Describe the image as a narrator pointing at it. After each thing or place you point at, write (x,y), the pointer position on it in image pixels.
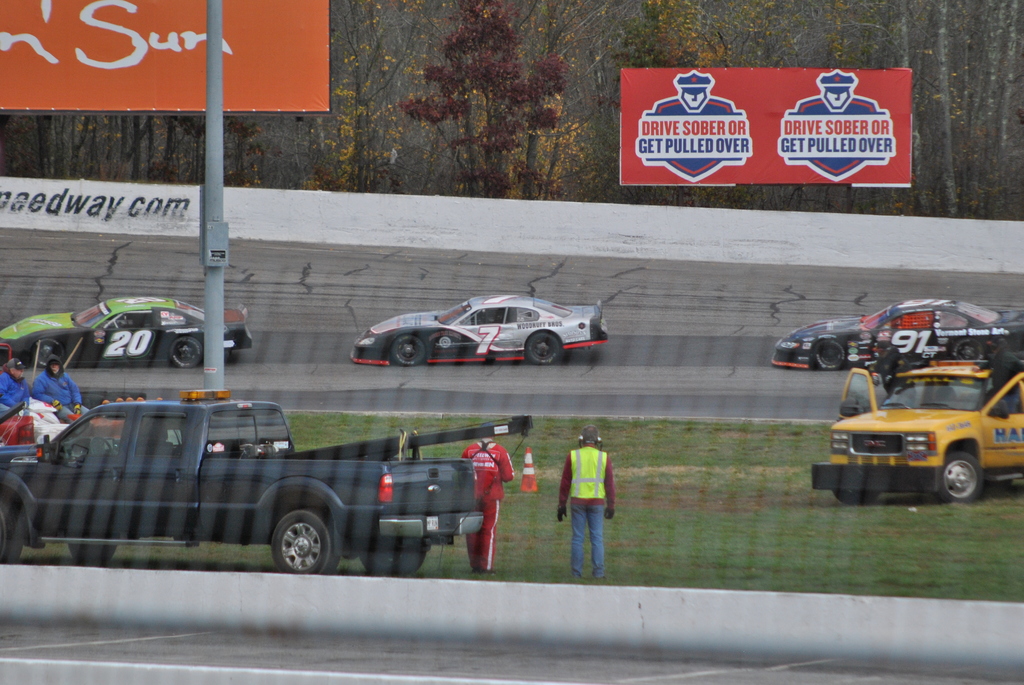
In the middle of the image (504,300) there are some vehicles (160,496) and few people (483,478) are standing and sitting. At the top of the image (319,41) there are two banners (773,73) and fencing (970,251). Behind the fencing (941,251) there are some trees (967,140).
